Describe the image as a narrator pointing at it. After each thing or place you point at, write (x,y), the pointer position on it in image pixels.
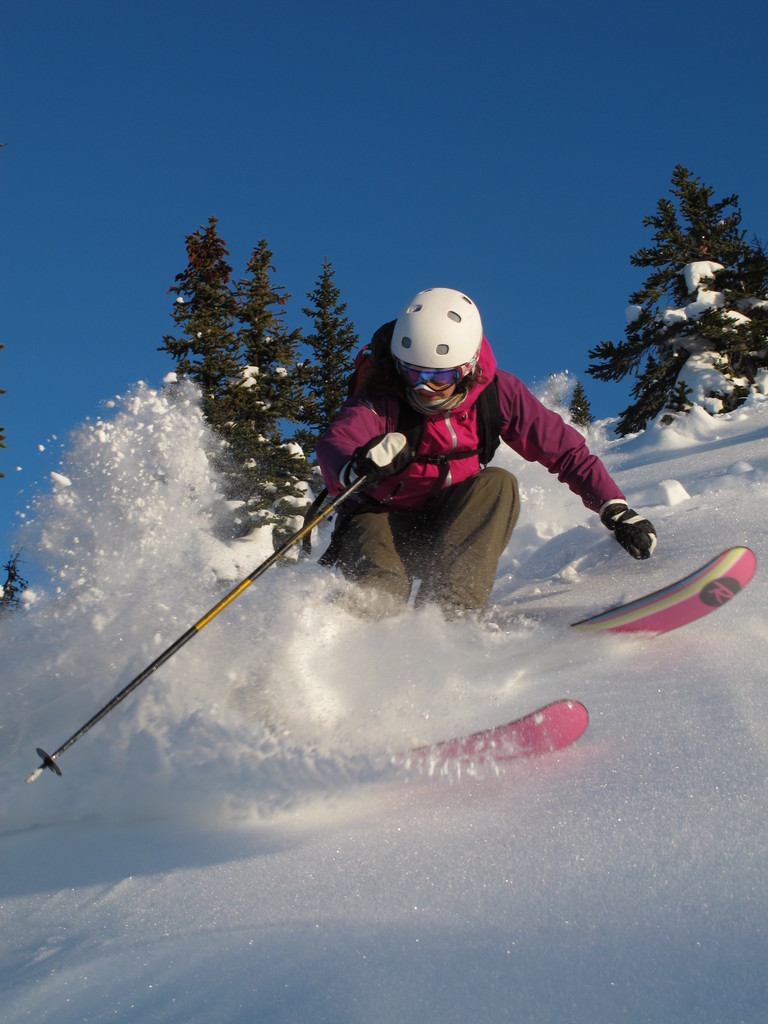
In this image we can see a person (540,427) wearing a helmet (460,347) and holding a stick (349,490) in his hand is Skiing on the snow (356,591). In the background (763,272), we can see a group of trees (725,288) and the sky (310,166).
